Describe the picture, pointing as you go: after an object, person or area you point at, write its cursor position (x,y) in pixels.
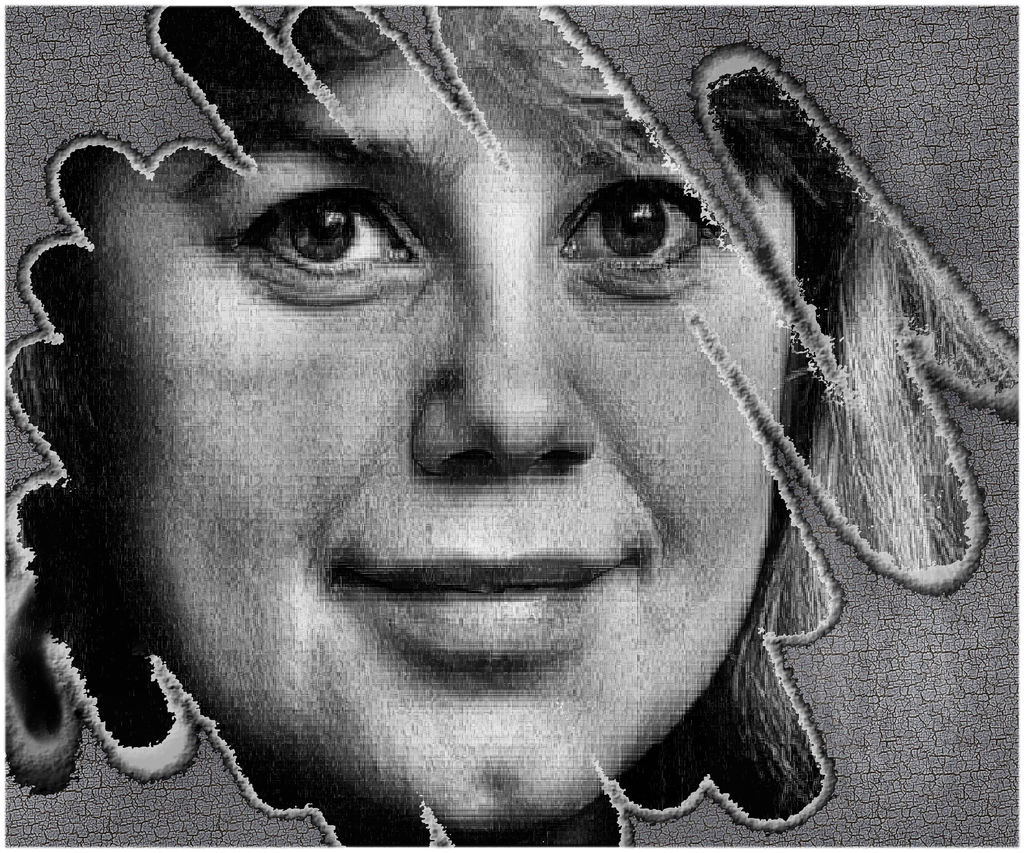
In this image we can see the edited picture of a person (498,328).
